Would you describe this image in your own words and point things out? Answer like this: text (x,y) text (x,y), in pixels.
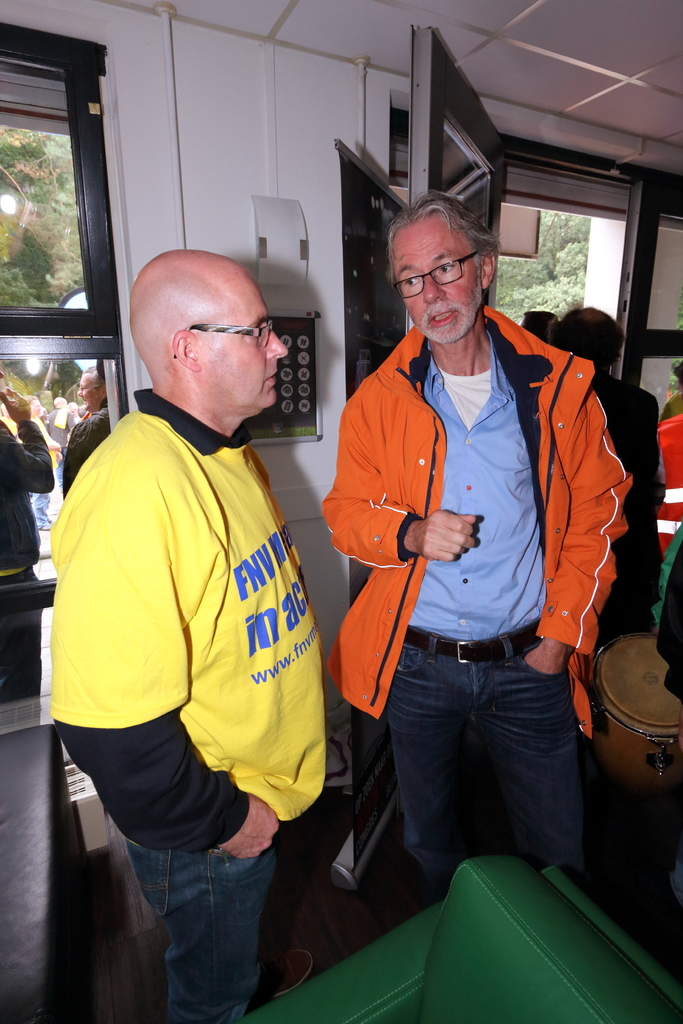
In the center of the image (408,445), we can see people (372,386) standing and wearing glasses (209,329). In the background (100,236), we can see windows (51,201) and through the window (53,375) we can see some other people (53,420). At the top (517,50), there is roof (607,76) and at the bottom (455,976), we can see a couch (576,983).
